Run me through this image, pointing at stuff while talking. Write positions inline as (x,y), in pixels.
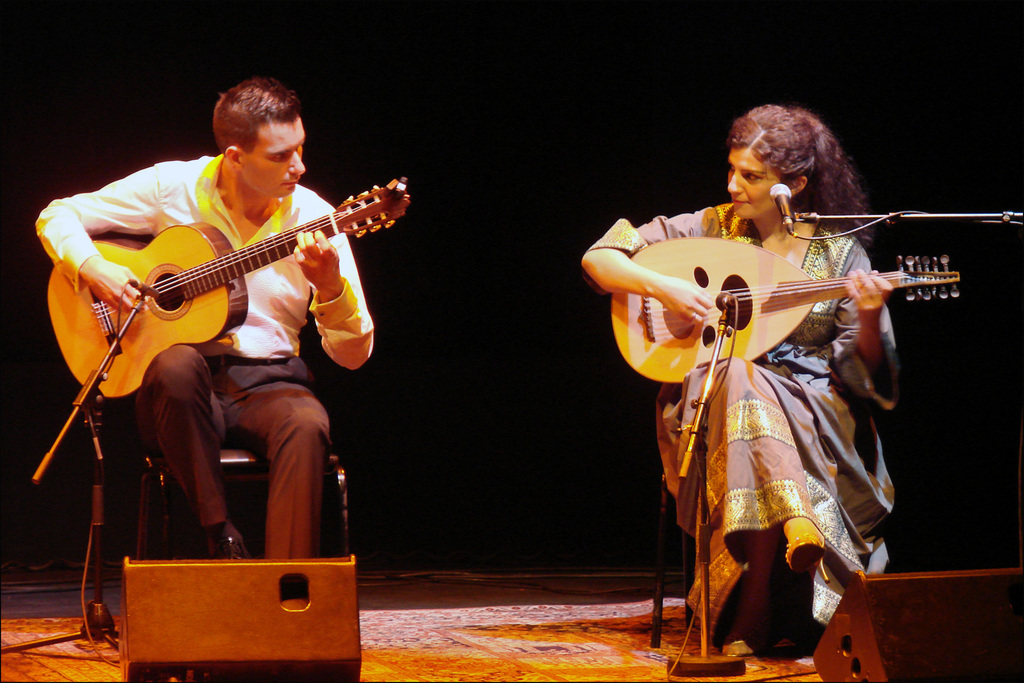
In this picture we can see man (267,200) playing guitar (96,346) and looking at woman (738,186) playing some musical instrument (750,280) and in front of her there is mic (785,199) and in background (556,112) it is dark.
